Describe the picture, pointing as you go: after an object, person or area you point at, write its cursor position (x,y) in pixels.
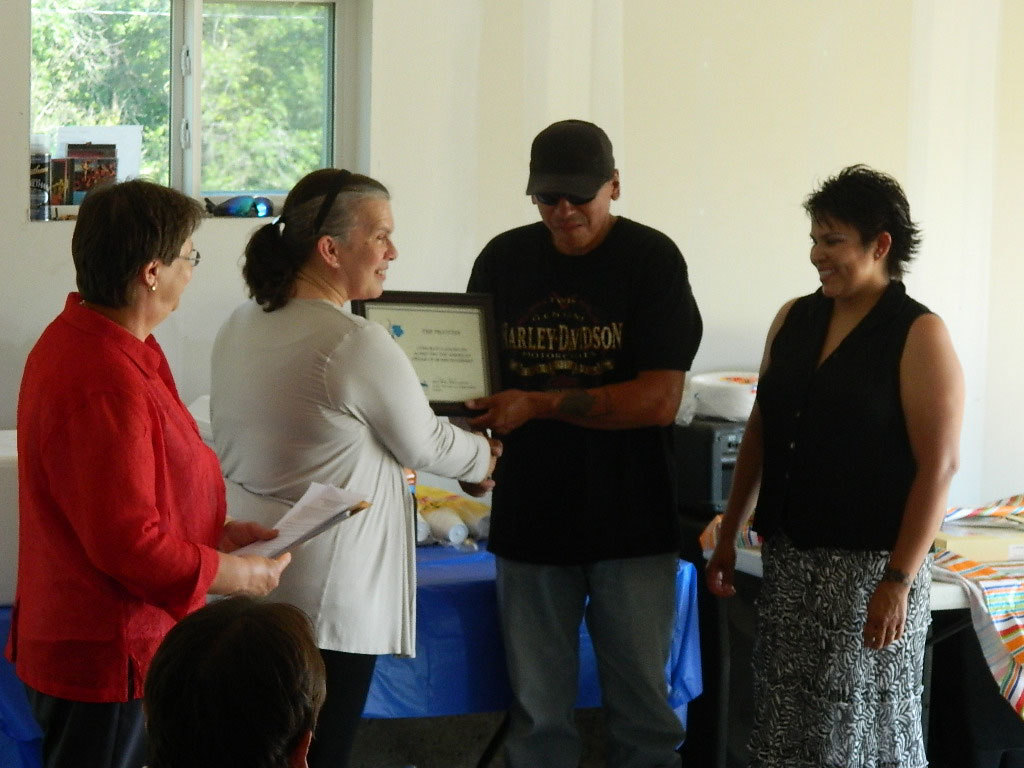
In this image I can see there are four persons (167,361), two persons (527,324) holding a frame (441,361), back side of them there are tables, on tables (488,564) there are clothes (1000,640), books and papers (474,511), glasses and there is the wall (885,101) and window (325,100), through window (135,100) I can see trees (244,36), in front of window (259,164) there is a bottle (35,205), spectacle (242,199), book (108,171), at the bottom I can see person head (303,711).
